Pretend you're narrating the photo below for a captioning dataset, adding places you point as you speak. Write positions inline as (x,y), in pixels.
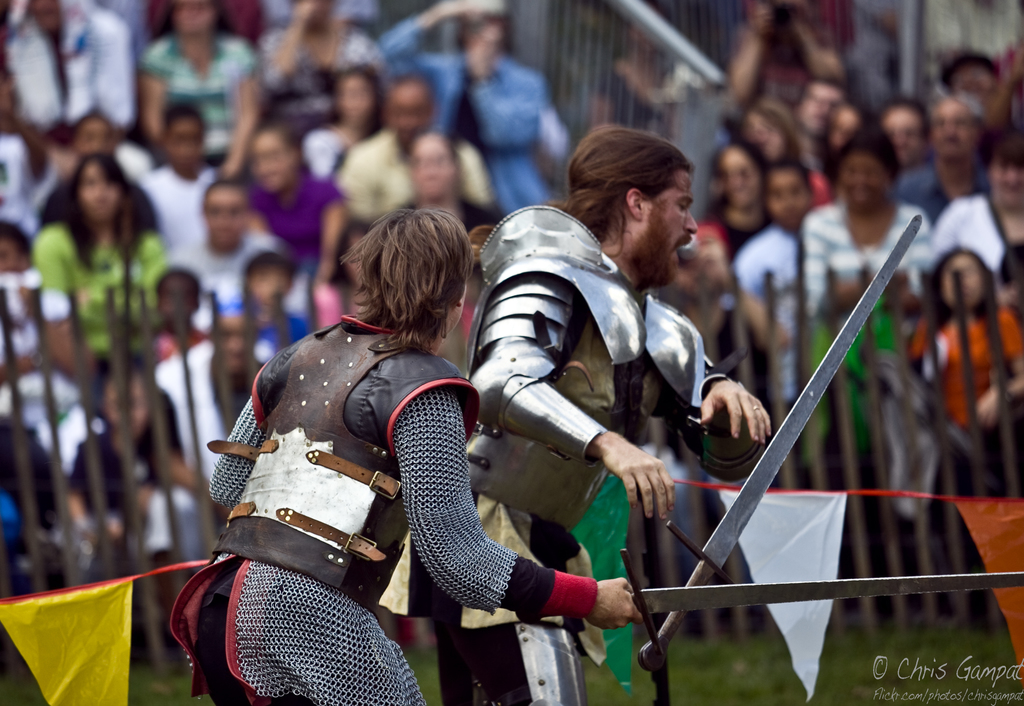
This picture is clicked outside. In the foreground (513,430) we can see a person (400,328) standing and holding a sword (969,577) and there is an another person (535,426) standing and we can see the sword (723,545) in the air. In the background (852,305) we can see the flags (823,526) hanging on the rope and we can see the group of people (396,132). At the bottom right corner (969,665) there is a text (911,680) on the image.
